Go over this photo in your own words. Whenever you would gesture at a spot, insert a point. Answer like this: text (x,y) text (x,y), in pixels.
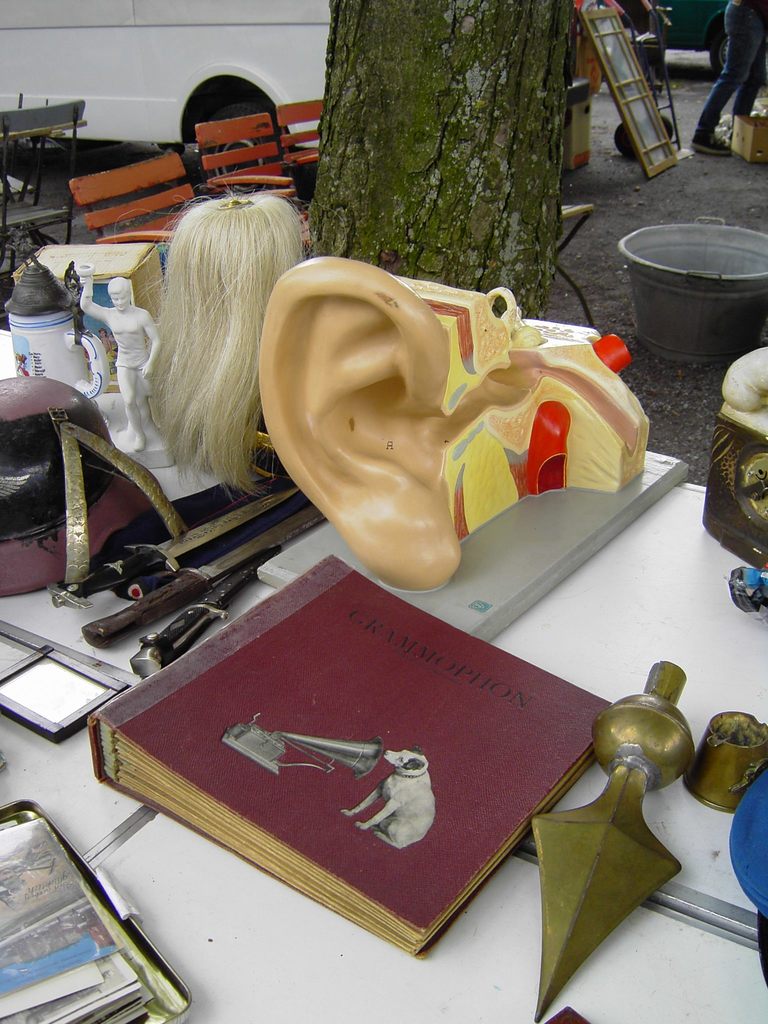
There is a platform (163,874). On that there is an album (273,739), model of ear (387,438), statue (141,348), knives (166,548), papers (12,919), cup (44,295), bell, box (141,254), hair (200,260) and many other items (655,837). In the back (463,198) we can see a wooden trunk (449,112). Also there is a big vessel (706,295). There are benches (207,181) and a vehicle (244,39). And we can see legs (746,52) of a person (759,52). and there are boxes (749,142) on the ground (710,164).
